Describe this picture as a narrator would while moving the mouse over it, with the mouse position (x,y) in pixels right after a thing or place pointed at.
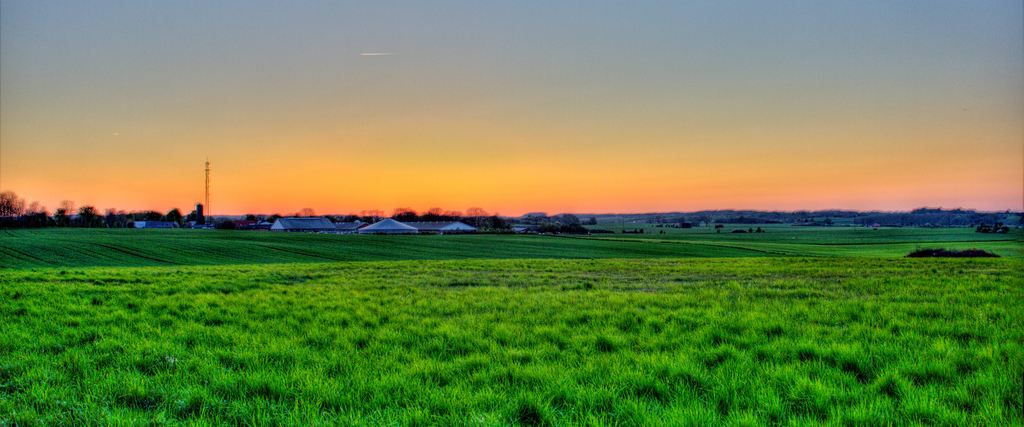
The ground (571,310) is greenery (455,314) and there are few buildings (320,222) and trees (411,220) in the background (442,232).
